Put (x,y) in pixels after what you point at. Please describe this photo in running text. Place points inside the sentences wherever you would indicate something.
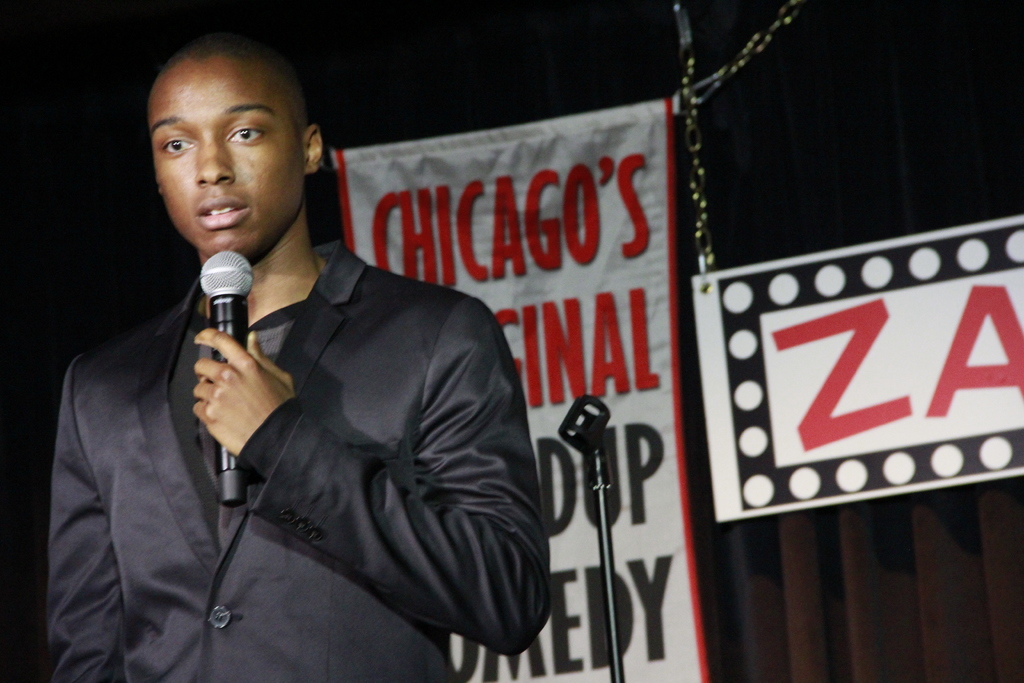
In this image there is a person (337,572) wearing a black blazer (389,371) standing and holding a microphone (232,497) in his hand (280,369), and at the back ground (811,409) there is name board (760,440) and banner (624,590).
